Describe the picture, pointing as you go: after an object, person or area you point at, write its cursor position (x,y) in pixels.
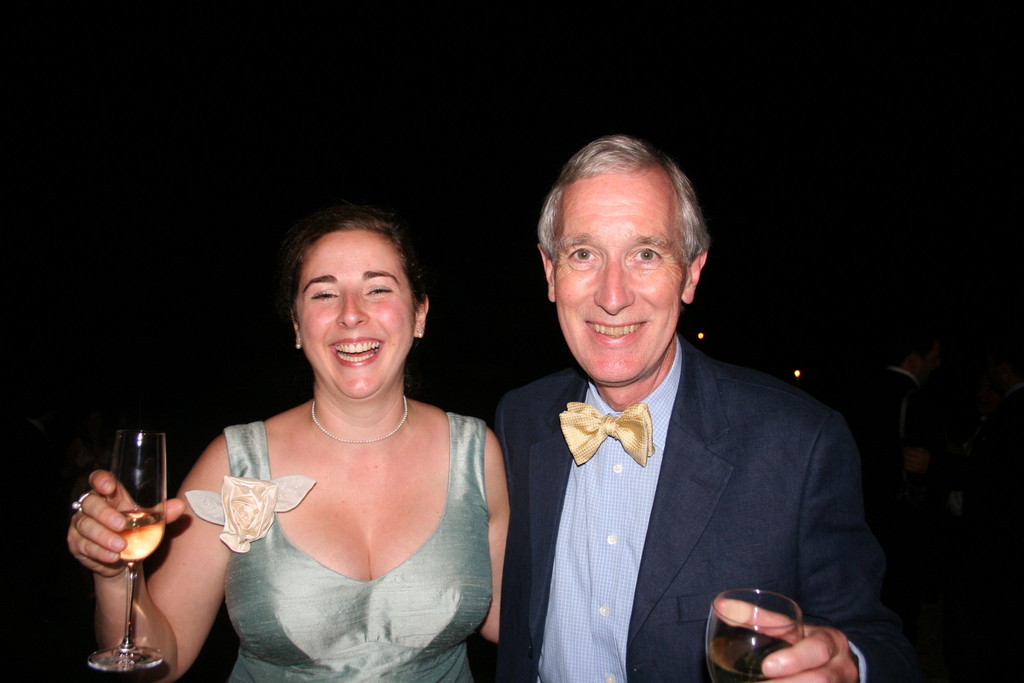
In this picture we can see a man (636,421) and a woman (354,324), they both are holding glasses (749,601) in their hands (729,625), and they are laughing.
